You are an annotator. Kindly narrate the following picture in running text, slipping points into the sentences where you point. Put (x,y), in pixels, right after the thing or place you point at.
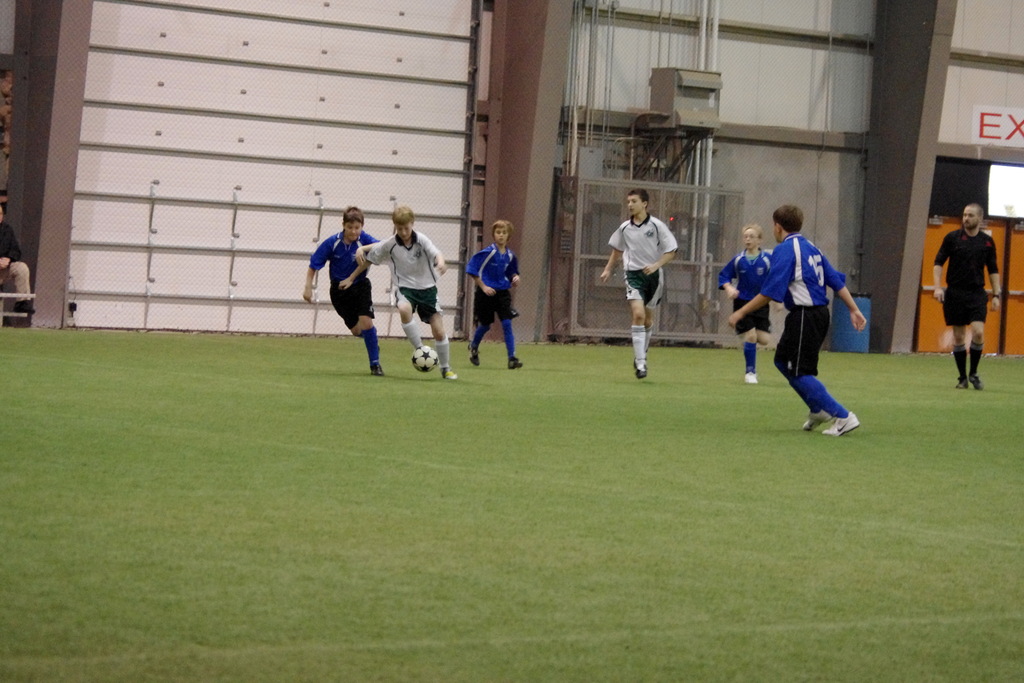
In this picture, there are group of people (663,286) are playing on the ground (423,479). The people (497,308) are running on the ground (437,369) and the man (961,284) in black dress (965,280) is a referee (970,285). Background of this people (971,293) is a building (445,158).
